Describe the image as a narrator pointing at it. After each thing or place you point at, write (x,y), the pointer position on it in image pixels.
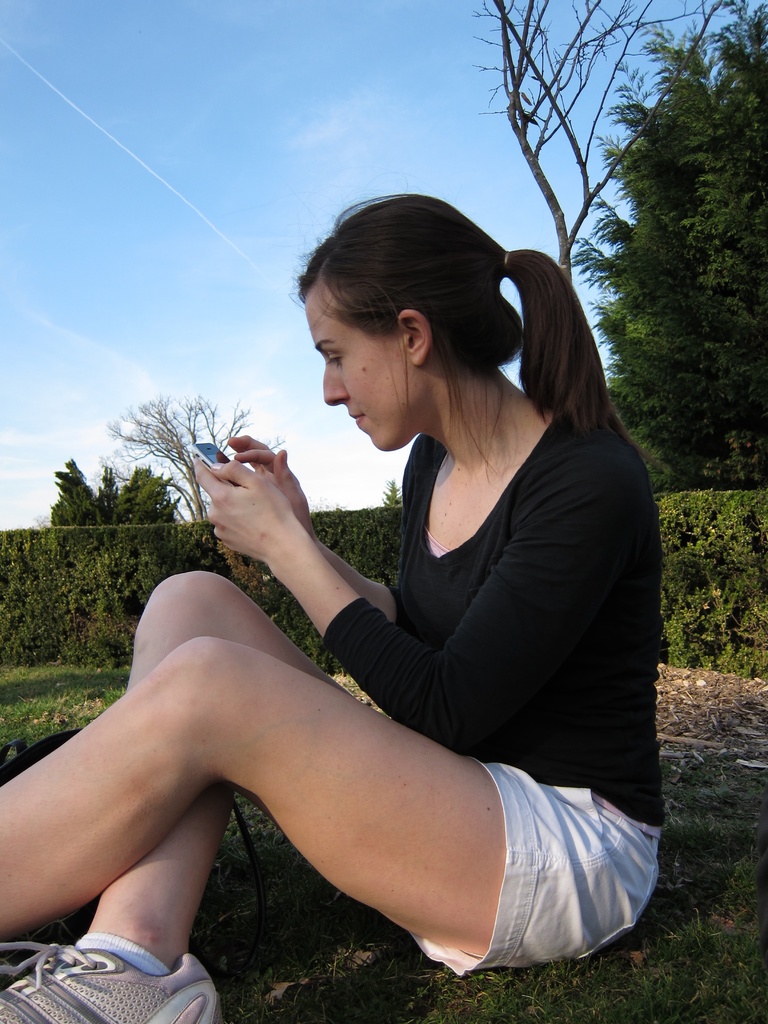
In the center of the image (400,570) we can see one woman (257,670) is sitting and she is holding some object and she is in black color t shirt (549,639). In the background (293,154), we can see the sky (322,142), clouds (305,152), trees (661,216), plants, grass (744,977) and a few other objects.
